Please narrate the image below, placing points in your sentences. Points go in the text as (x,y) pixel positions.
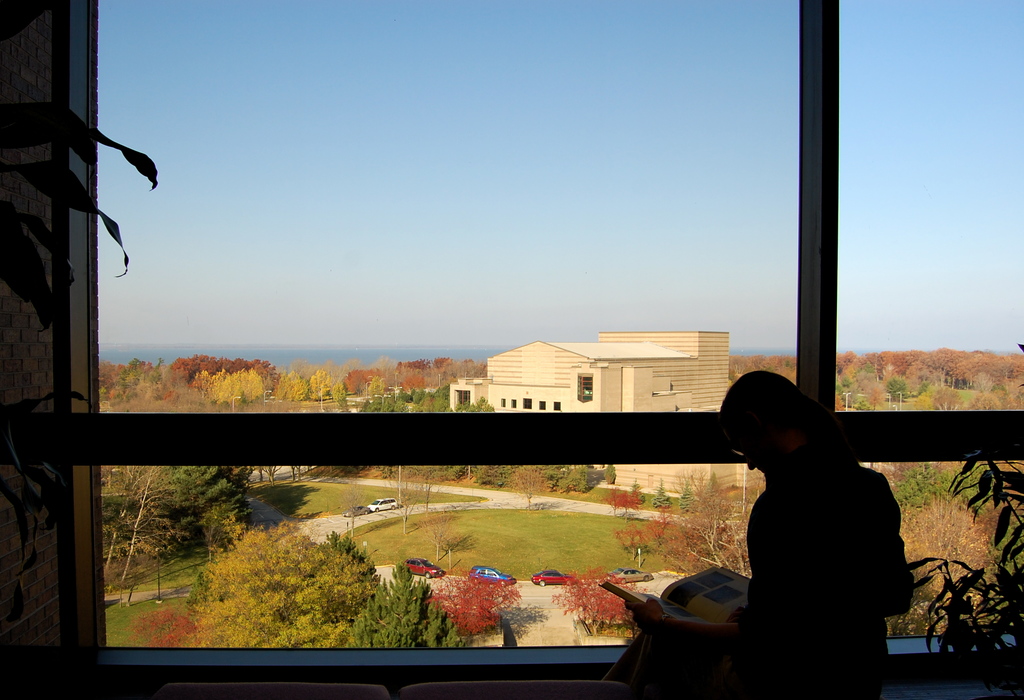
In this picture there is a person (798,543) looking at a book (713,596) in front of her and there are trees (387,403), cars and a building (535,396) in the background (545,379).
